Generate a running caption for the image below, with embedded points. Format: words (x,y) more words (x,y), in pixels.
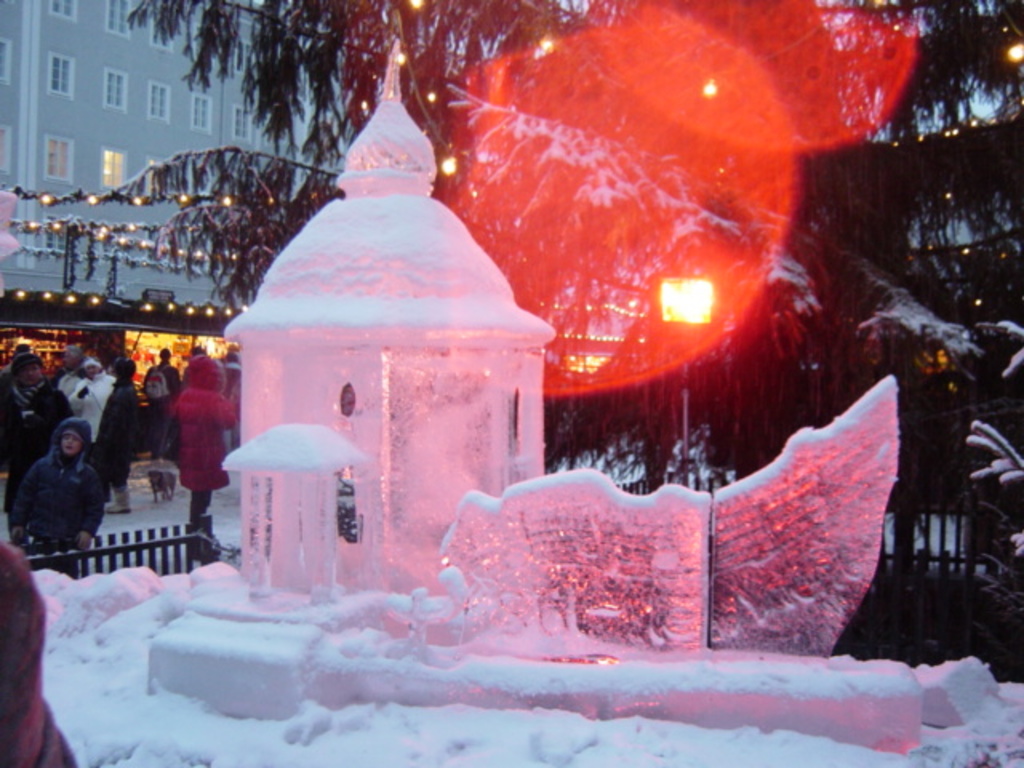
In this image there is a ice sculpture (282,536) of a building (540,471), and at the background (1017,644) there is fence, trees (483,225), building (197,297), stalls (219,335), lights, group of people (92,518) standing on the snow (138,487).
